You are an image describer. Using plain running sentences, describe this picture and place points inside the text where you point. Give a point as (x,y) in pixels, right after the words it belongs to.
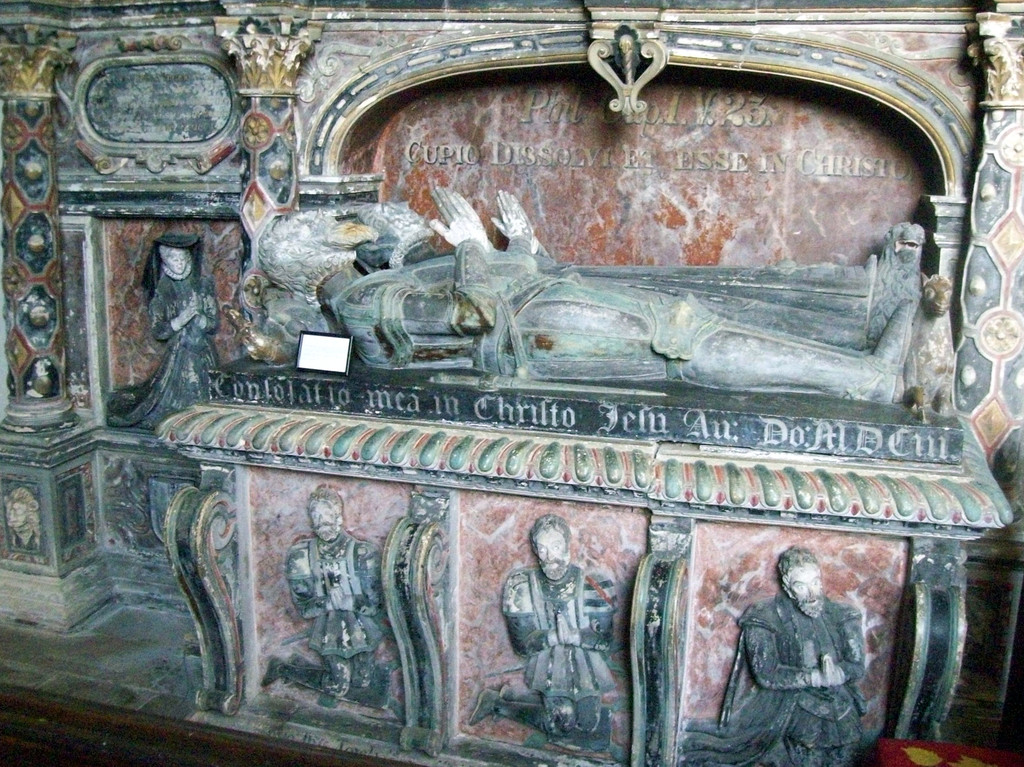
In this picture we can see some sculptures (454,353) of persons (548,357) here, there is some text (561,161) here.
